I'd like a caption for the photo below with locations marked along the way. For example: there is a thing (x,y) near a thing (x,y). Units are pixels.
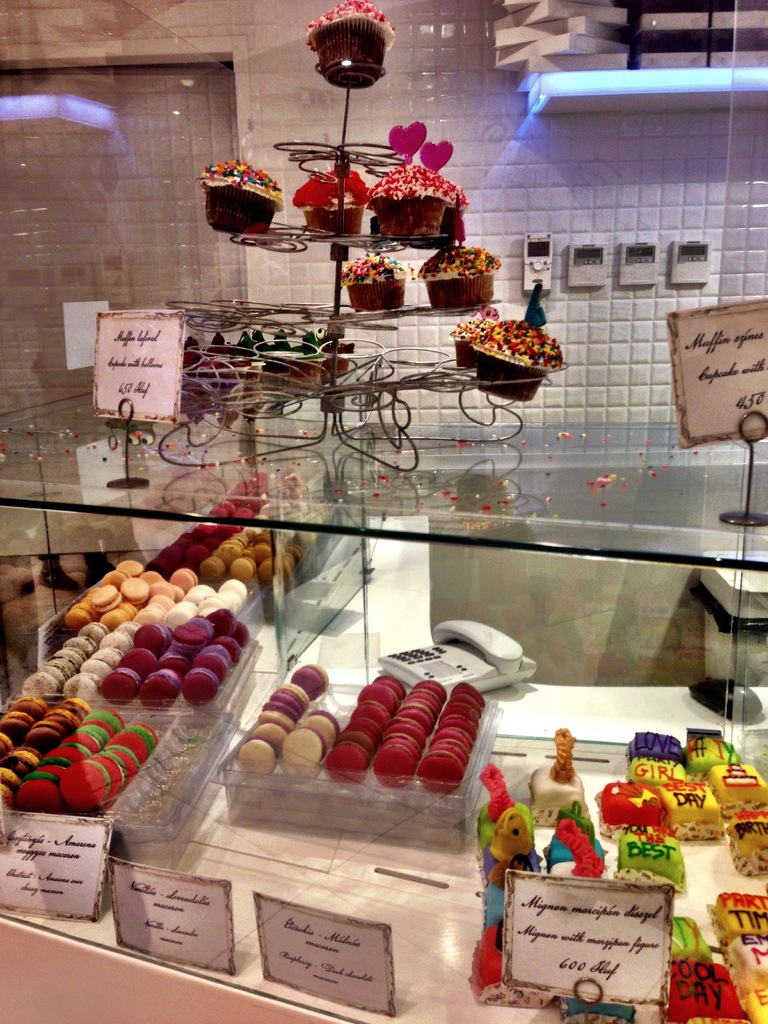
In this image we can see a cupcake (463,298), and sprinkles (473,258) on it, here is the name board (738,395) on the table (576,464), here is the food item (59,775), here is the telephone (491,659), here is the wall (647,291).
